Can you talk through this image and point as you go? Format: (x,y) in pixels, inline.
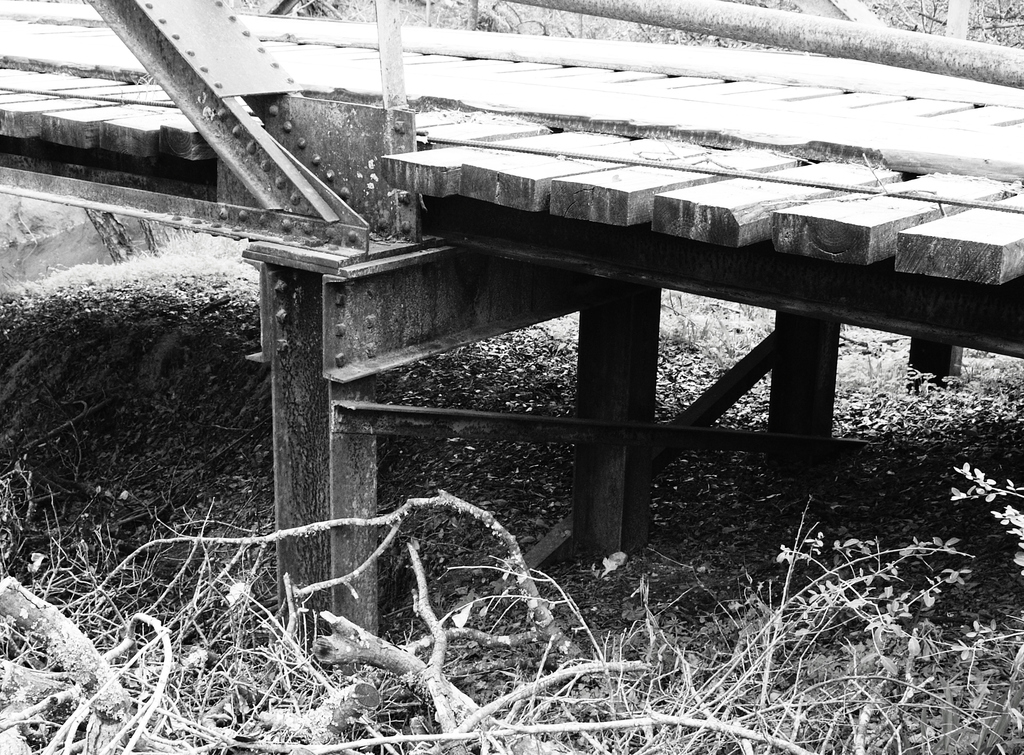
This is a black and white image. This looks like a bridge (447,196), which is built with the wood (496,177) and iron bars (354,529). At the bottom of the image (192,627), I can see the branches (265,628).
